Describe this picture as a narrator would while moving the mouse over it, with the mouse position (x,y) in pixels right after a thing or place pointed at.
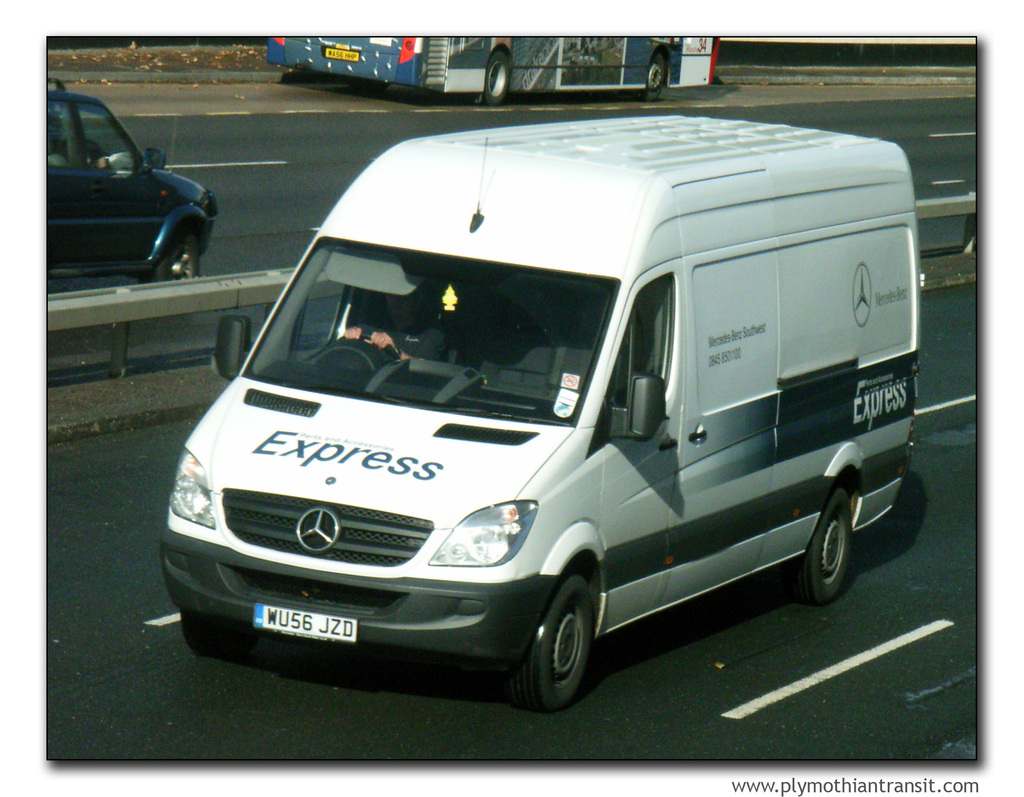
In this image, I can see a car (193,184), van (301,317) and a bus (558,65) on the road (680,642). This looks like a road divider (168,306). I can see a person (396,332) sitting inside the van (297,334). This is the watermark (875,784) on the image.
